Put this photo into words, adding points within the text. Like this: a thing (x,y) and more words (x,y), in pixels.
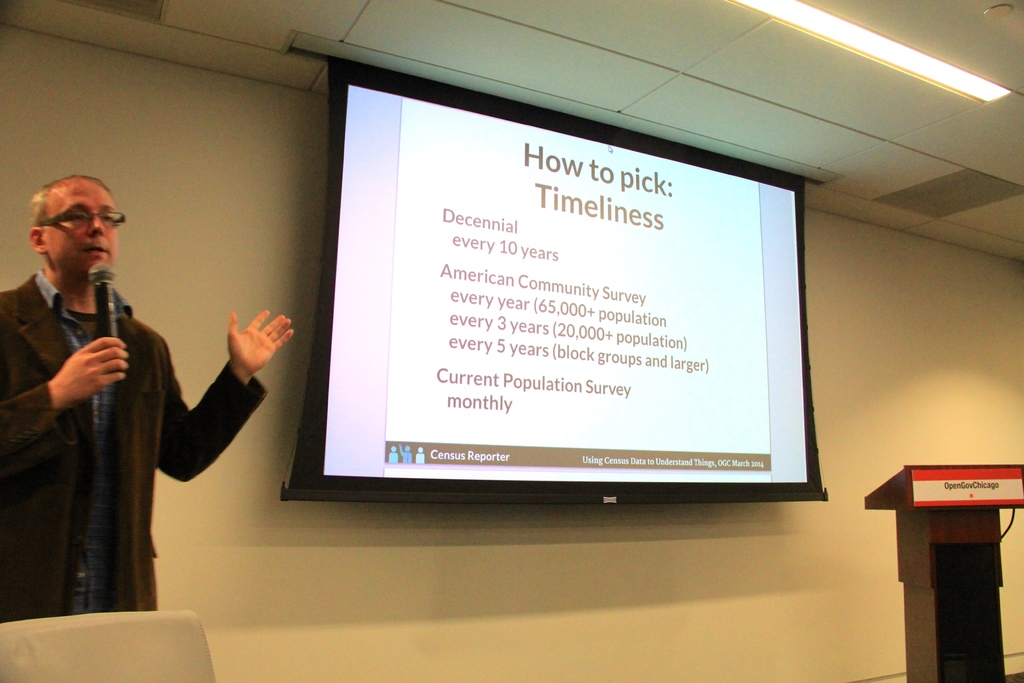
On the left side (98,288) a man (62,337) is standing and holding a mic (102,331) in his hand (100,349) and in front of him there is a chair (123,657). In the background (504,348) we can see wall (1012,285), screen (541,368) and a light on the ceiling (707,101) and there is a podium (946,488) on the right side (931,553).
